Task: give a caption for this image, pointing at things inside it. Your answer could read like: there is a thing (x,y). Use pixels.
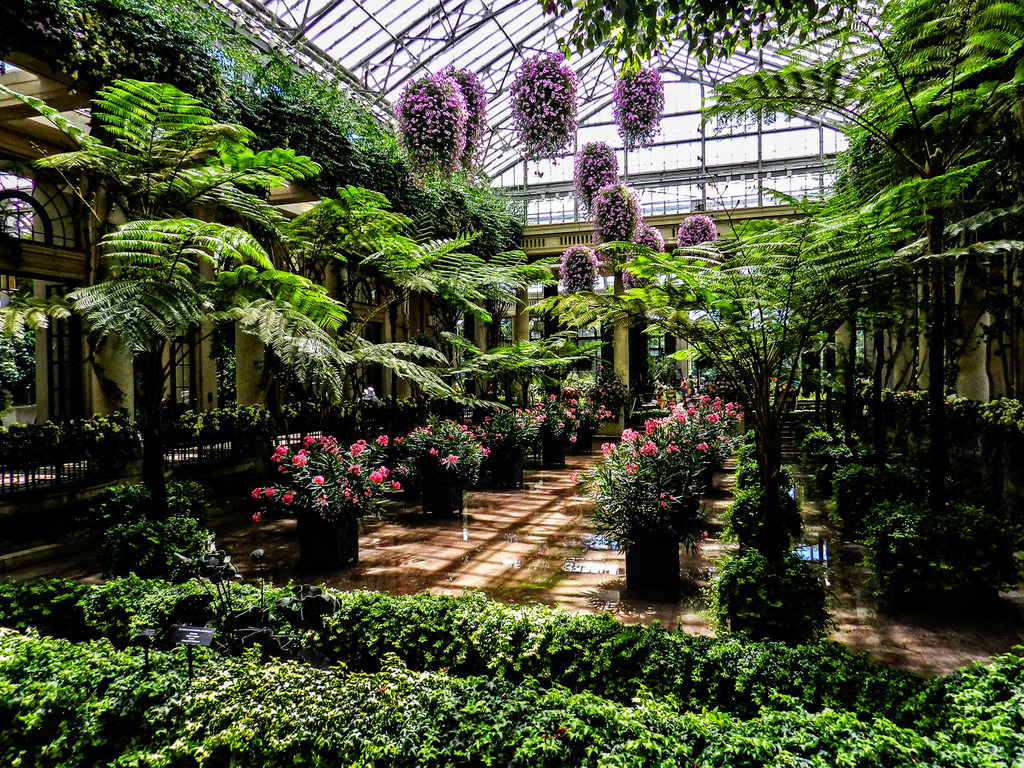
In this picture I can see there is a garden (409,669) and there are many plants (447,605), trees (996,120) and there is a door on to left side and there are flowers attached to the plants (183,59). There is a iron frame (264,10) attached to the ceiling (521,17) and there are few plants (568,127) here with purple flowers (593,180).
